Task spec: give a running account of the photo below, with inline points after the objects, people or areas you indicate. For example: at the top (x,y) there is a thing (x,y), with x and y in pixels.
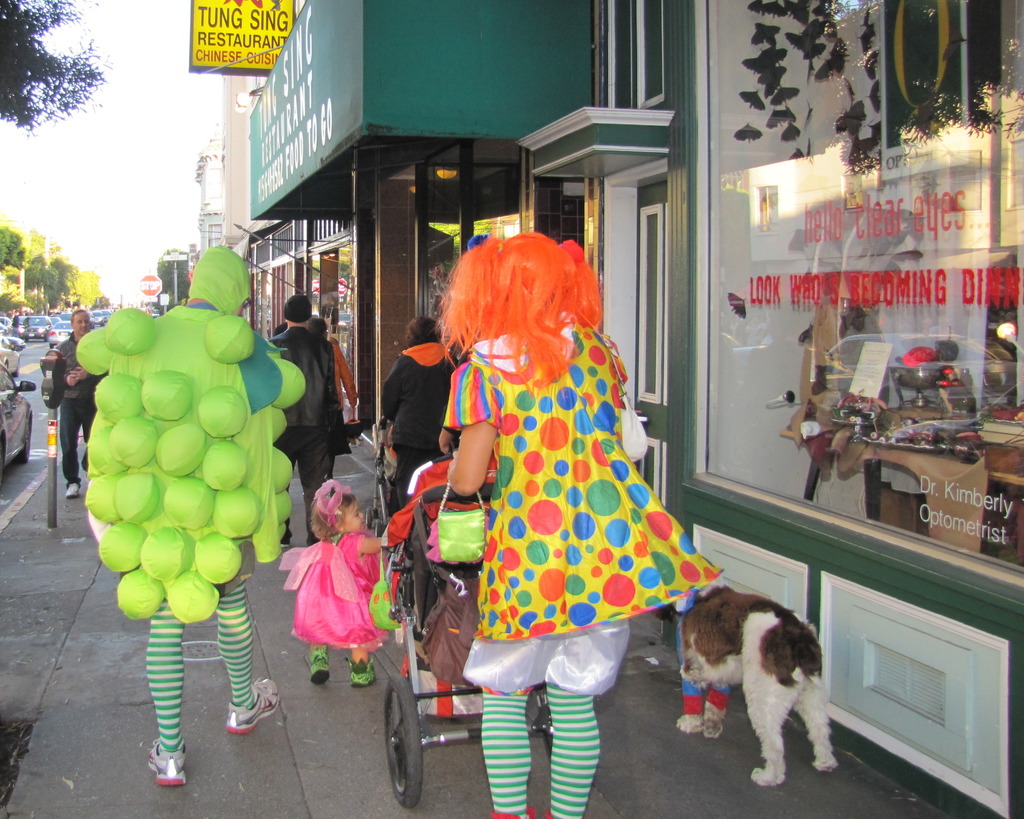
In the picture i can see some group of persons (314,552) walking through the footpath (363,760), i can see a dog (751,684), on left side of the image (10,431) there are some vehicles (62,335) moving on road (33,372), there are some trees (68,260), on right side of the image (761,321) there are some buildings (424,252).
